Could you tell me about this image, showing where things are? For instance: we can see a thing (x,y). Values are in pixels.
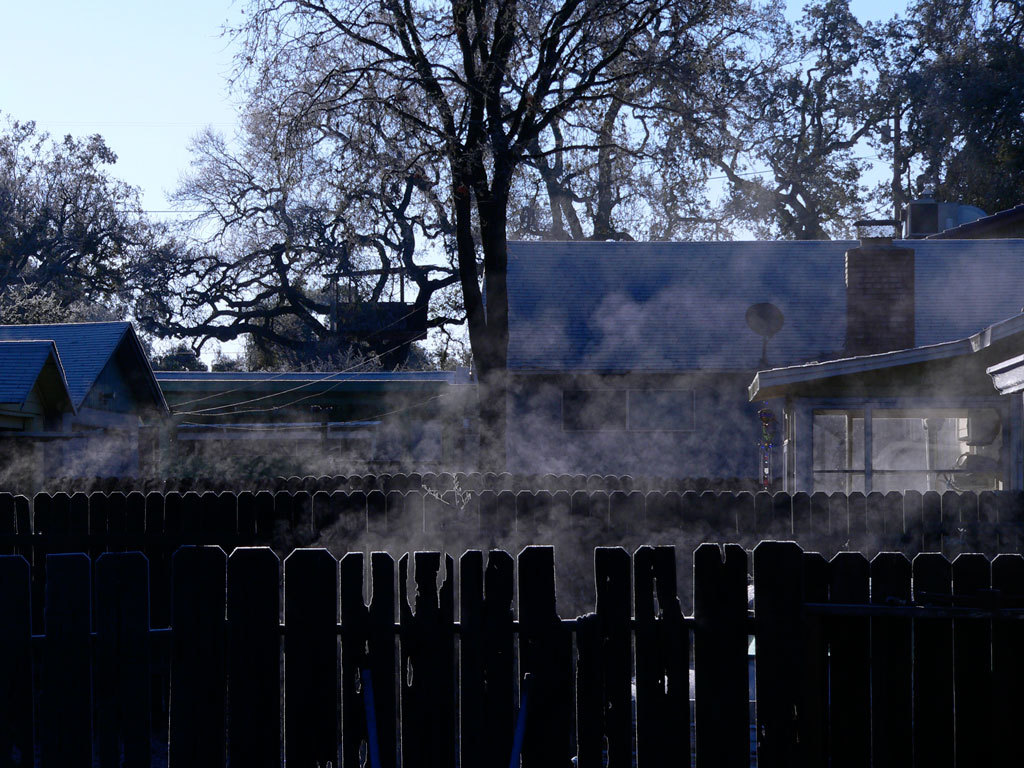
In this image we can see wooden fence (325,591), smoke (366,582), wooden houses (673,464), trees (563,219) and sky (178,133) in the background (180,191).
